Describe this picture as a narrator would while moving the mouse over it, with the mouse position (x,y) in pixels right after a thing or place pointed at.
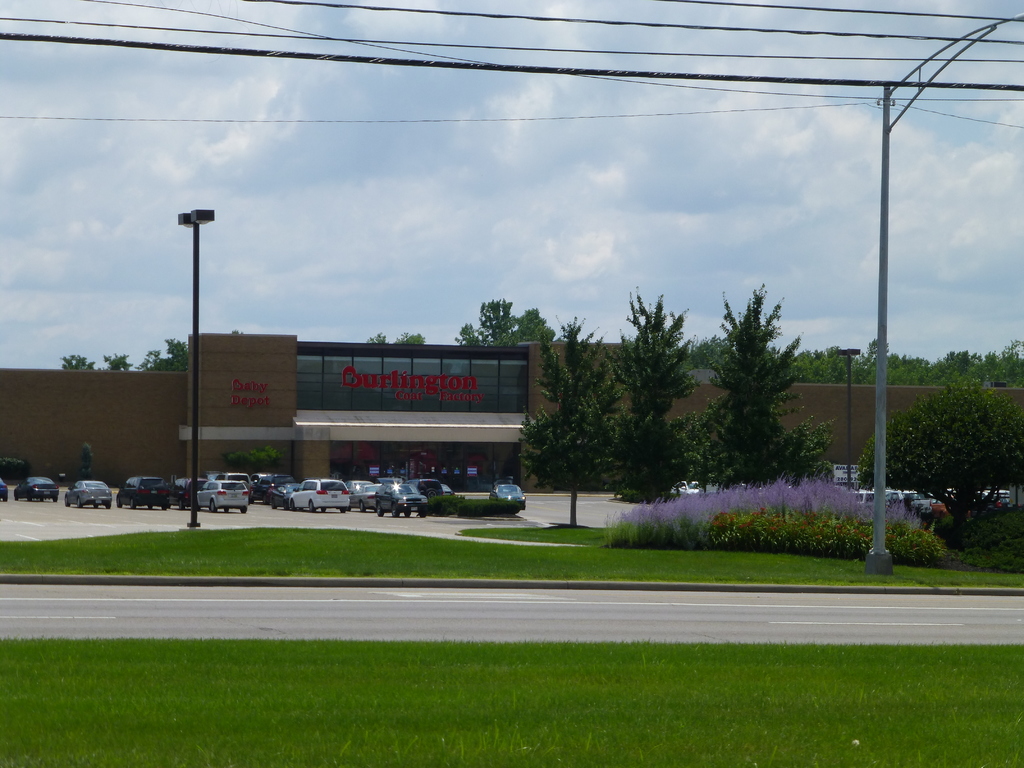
In this picture we can see some grass (202,564) on both sides of the road (223,605). We can see a few plants (769,507) and a tree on the right side (844,512). There are a few poles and some wires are visible on top (1022,90). There are a few vehicles (56,488) visible on the path (618,510). We can see some text (353,385) on a building (425,365). There are a few trees (563,436) visible in the background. Sky (365,162) is blue in color and cloudy.
